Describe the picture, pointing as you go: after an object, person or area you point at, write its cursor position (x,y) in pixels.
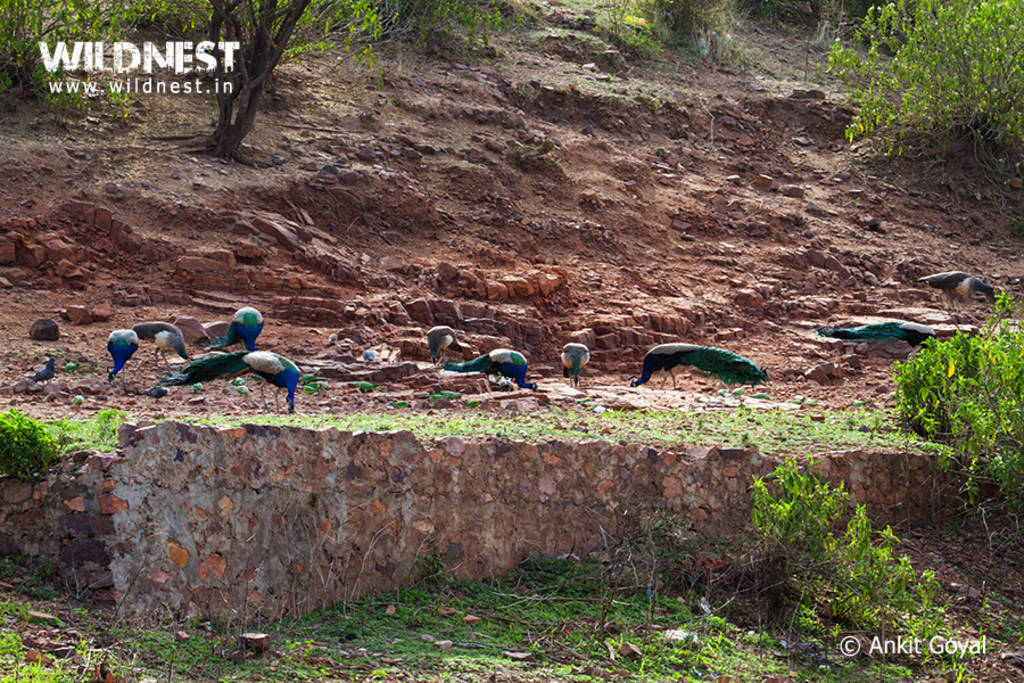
In this image we can see few peacocks (728,370) on the ground (309,352). At the bottom (757,600) we can see a wall (305,474), grass (621,610) and plants (840,548). At the top (915,47) we can see the plants (229,141). In the top left (46,59) and bottom right (937,638) we can see the text (905,638).
